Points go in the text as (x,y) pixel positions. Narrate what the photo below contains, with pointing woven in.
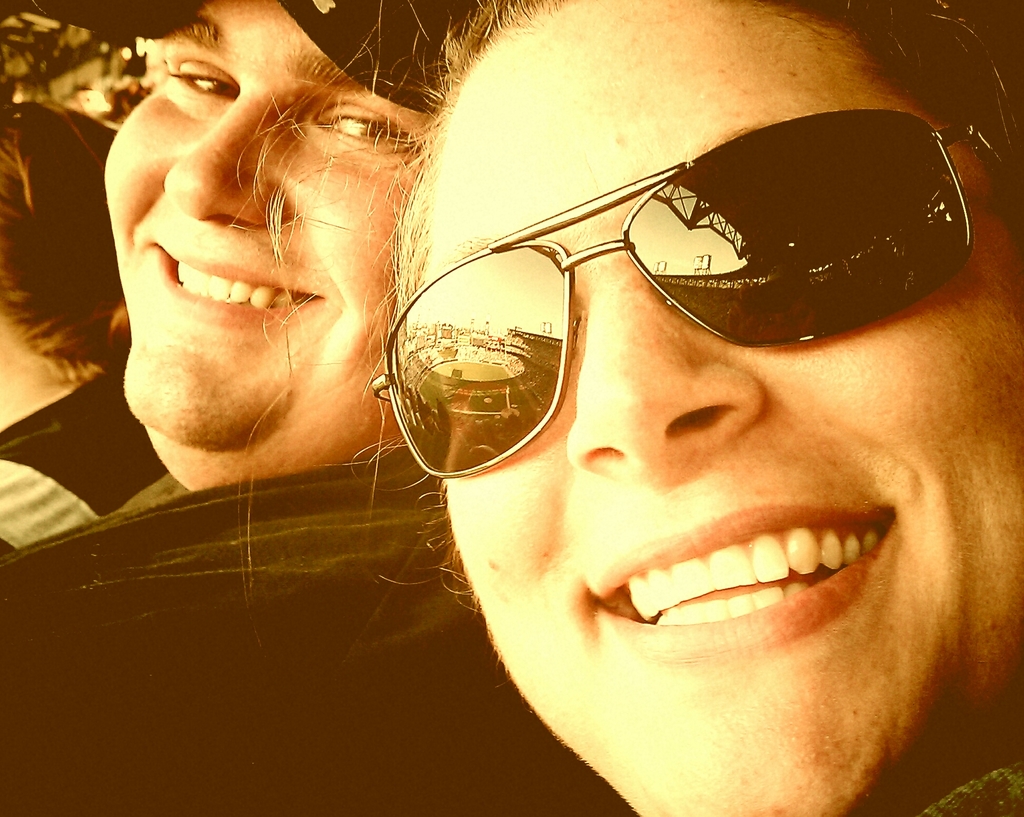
In the foreground of this picture (180,395) we can see the two persons (486,240) smiling and we can see a cap (399,16) and we can see the reflection of the sky (532,328) and the reflection of some other objects (501,337) on the goggles (535,267). In the background (51,254) we can see a person (85,267) and some other objects (94,107).
